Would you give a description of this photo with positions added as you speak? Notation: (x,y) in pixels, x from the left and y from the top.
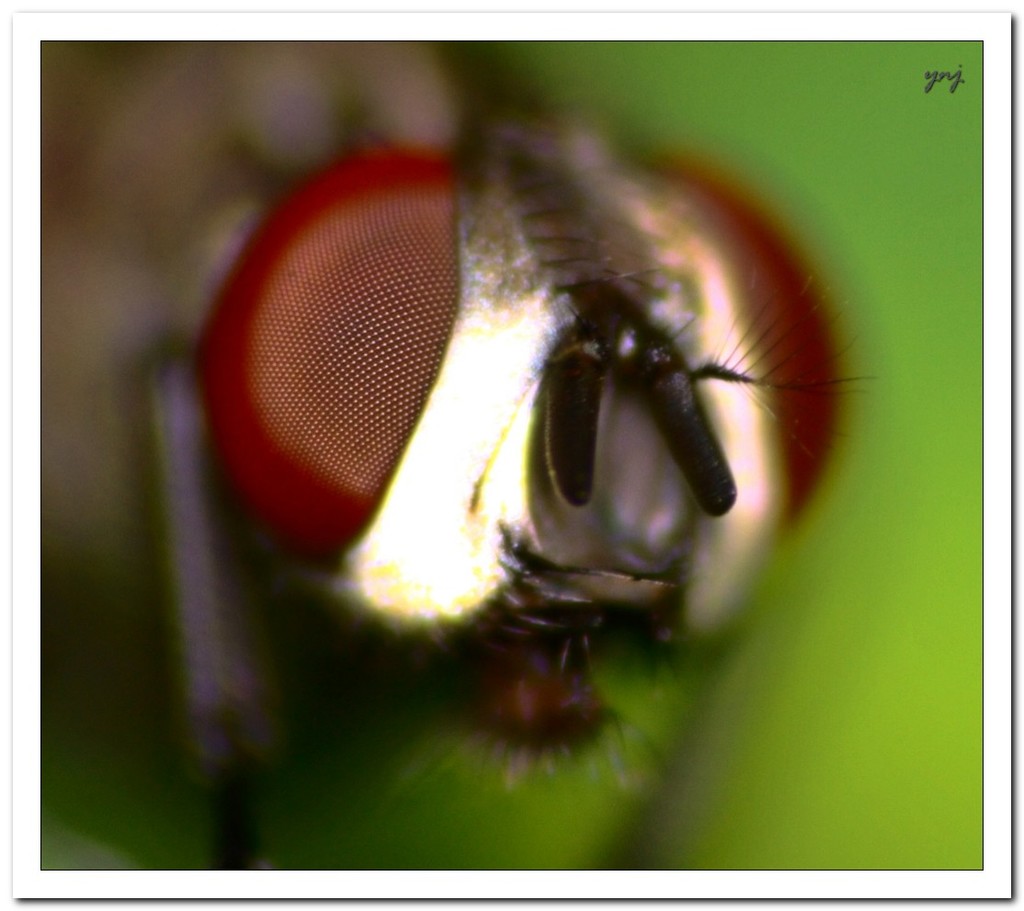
In the image we can see an insect (442,121). Background of the image (566,95) is blur.
